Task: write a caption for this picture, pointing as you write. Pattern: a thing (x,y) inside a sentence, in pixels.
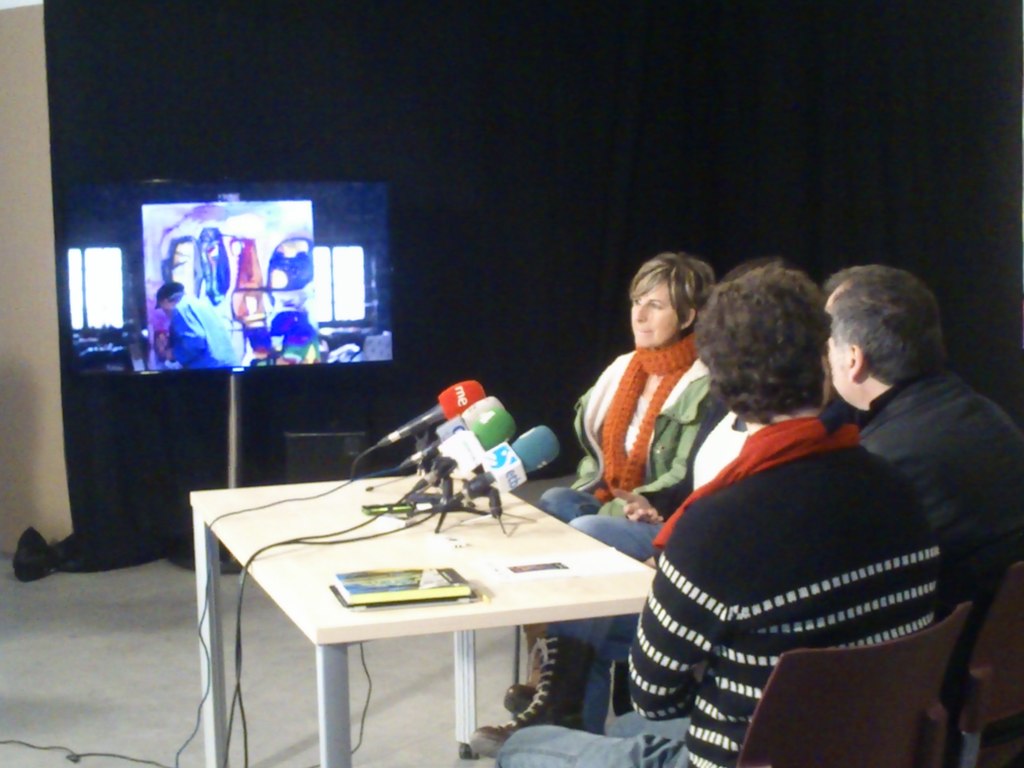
In this image we can see four people (847,537) are sitting on the chairs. Few mics (478,447) are placed on the table (564,543) in front of them. In the background (216,316) we can see a monitor (280,320).
